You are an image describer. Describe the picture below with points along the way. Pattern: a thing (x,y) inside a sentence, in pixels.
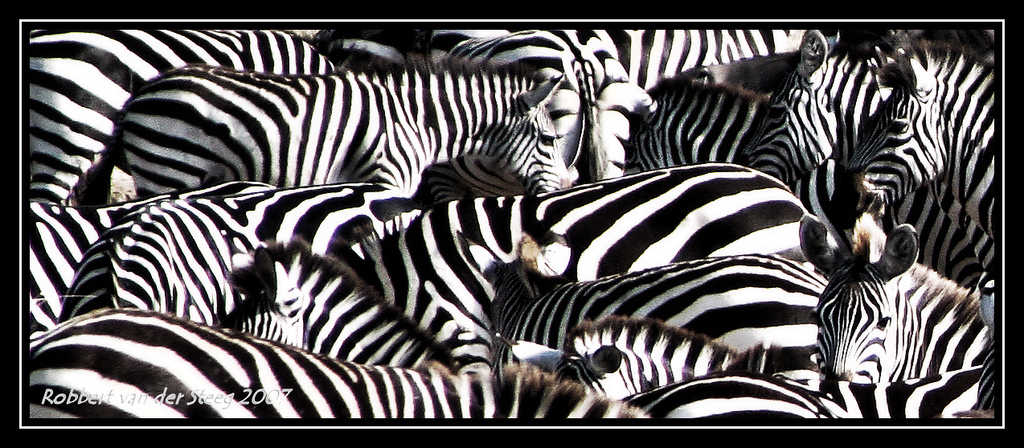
In this picture we can see a few zebras (297,201), some text (169,401) and numbers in the bottom left (48,402).
